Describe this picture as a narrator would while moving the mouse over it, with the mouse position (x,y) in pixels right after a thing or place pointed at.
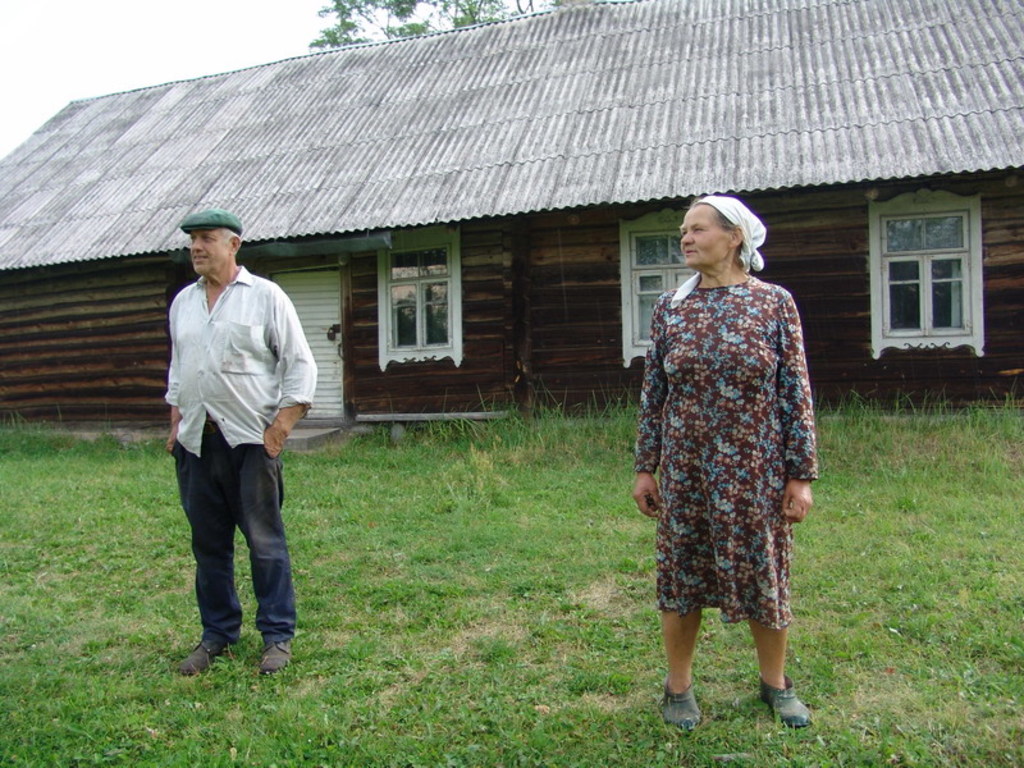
On the left side (263,298), there is a person (264,281) wearing a green color cap (206,225), smiling and standing on a ground (225,700). On the right side (698,221), there is a woman (763,225) wearing a white color cap (742,222), smiling and standing on the ground (587,673), on which there is grass (444,619). In the background (616,162), there is a building (383,115) which is having windows (424,284), a door (316,297) and a roof (839,39), there are trees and there are clouds (109,18) in the sky (226,50).
